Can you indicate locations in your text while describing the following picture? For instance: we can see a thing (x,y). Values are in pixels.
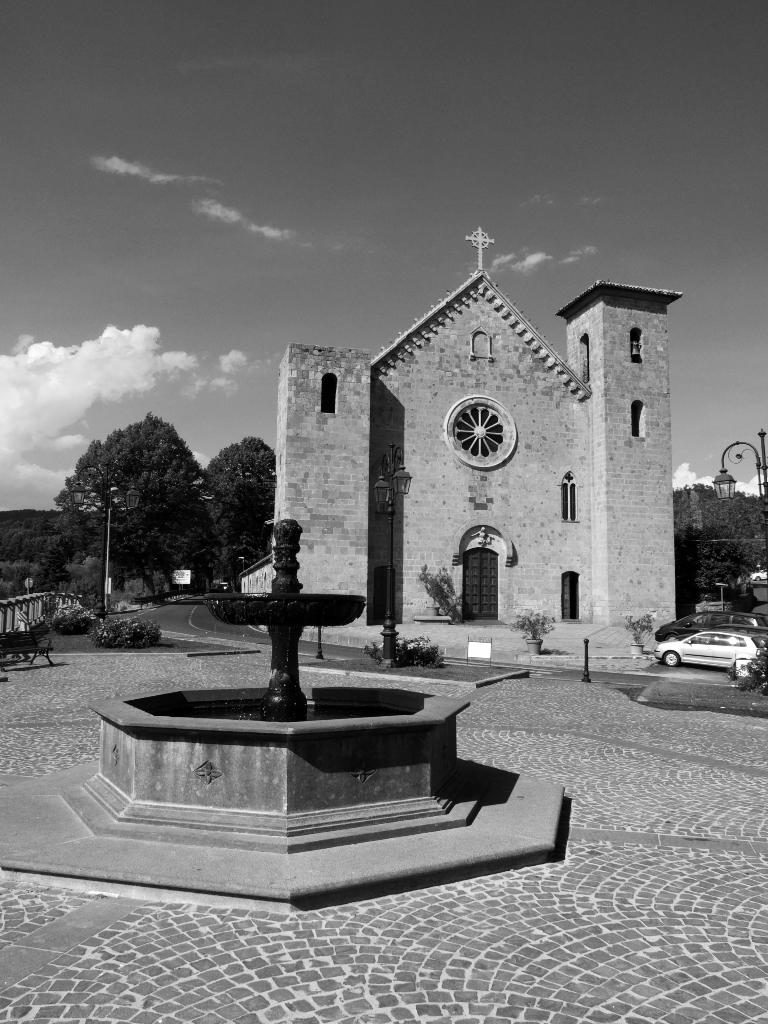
This is an outside view and it is a black and white image. On the left side (244,615) there is a fountain (365,732). In the background (534,454) there is a building (455,522). On the right side (710,627) there are few vehicles (719,630) on the road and also there is a light pole (717,487). In the background (179,509) there are trees (172,495). At the top of the image (385,121) I can see the sky (214,124) and clouds (51,378).
